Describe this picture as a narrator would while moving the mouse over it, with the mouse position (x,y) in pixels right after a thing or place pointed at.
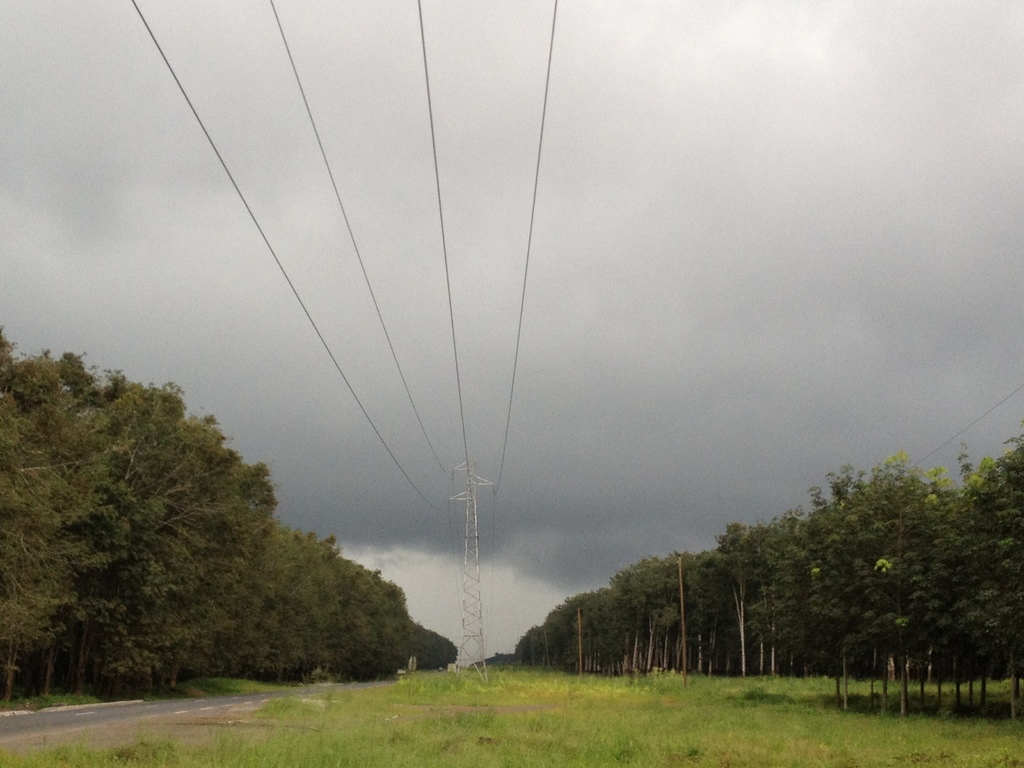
In this picture we can see a road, beside this road (184,710) we can see trees (556,615), grass (358,733), overhead power line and we can see sky (836,365) in the background (838,363).
